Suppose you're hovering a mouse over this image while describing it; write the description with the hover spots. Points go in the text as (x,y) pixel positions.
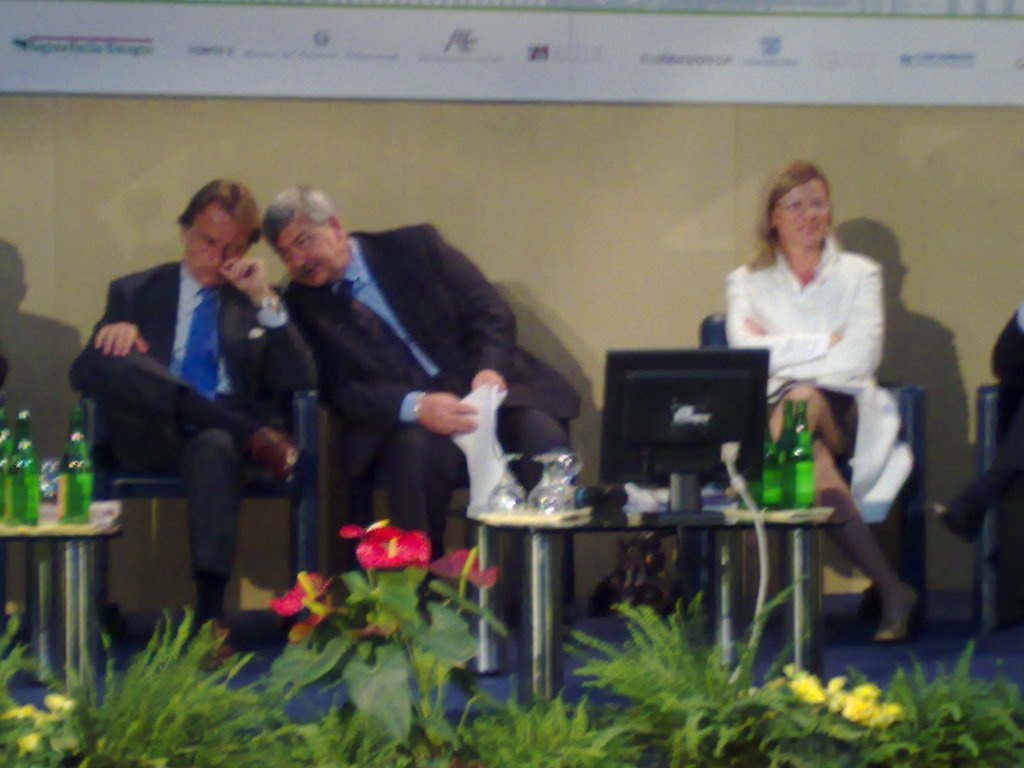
In this image, we can see persons (361,346) wearing clothes (299,332) and sitting on chairs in front of the wall (808,155). There is a table (613,520) in the middle of the image (617,480) contains bottles (800,460), monitor (725,397) and glasses (545,498). There are some plants (173,715) at the bottom of the image (180,728). There is an another table (77,548) on the left side of the image (25,533) contains bottles (59,494).
